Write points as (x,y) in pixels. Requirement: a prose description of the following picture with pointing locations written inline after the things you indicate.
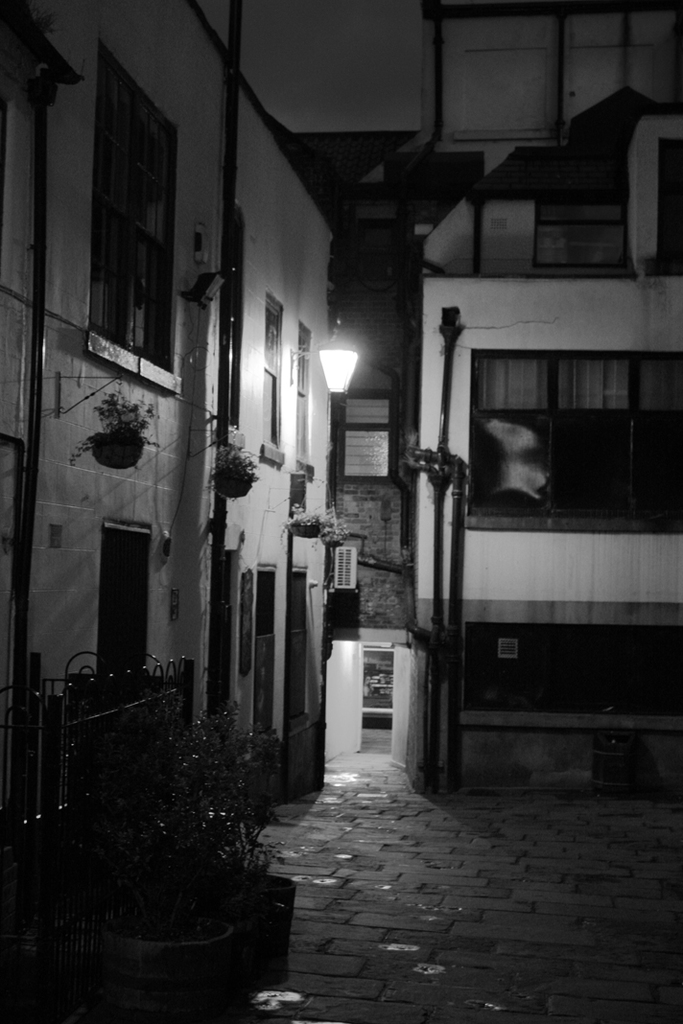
In this picture we can see house plants (156,822), buildings (270,489) with windows (171,289), pipes (416,348), pole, light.
